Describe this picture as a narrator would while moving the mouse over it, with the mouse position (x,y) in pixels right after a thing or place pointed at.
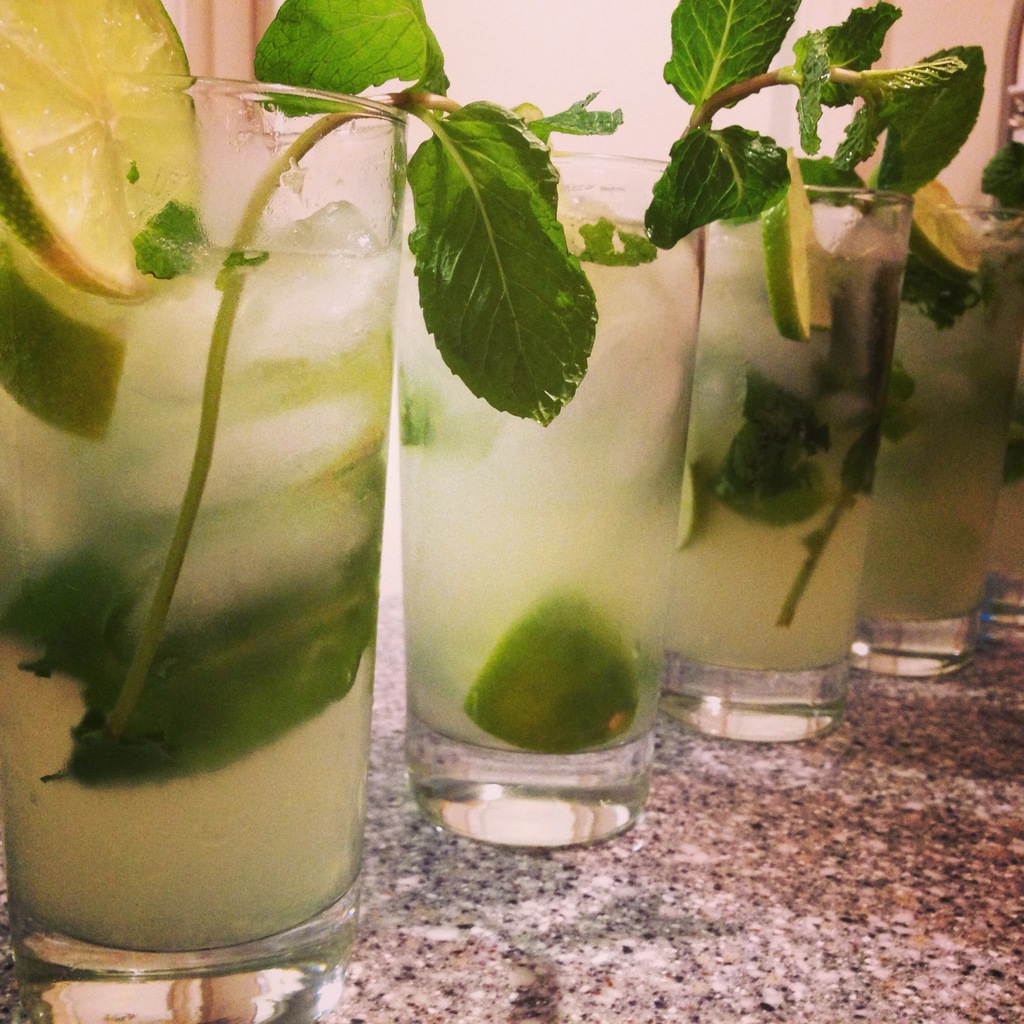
At the bottom of the image (635,911) there is a table (662,882) with five glasses (748,664) of lime juice (299,381) on it. There are a few lime slices (60,223), ice cubes (256,317) and mint leaves (759,182) in the glasses (1009,349). In the background (474,36) there is a wall (461,24).
